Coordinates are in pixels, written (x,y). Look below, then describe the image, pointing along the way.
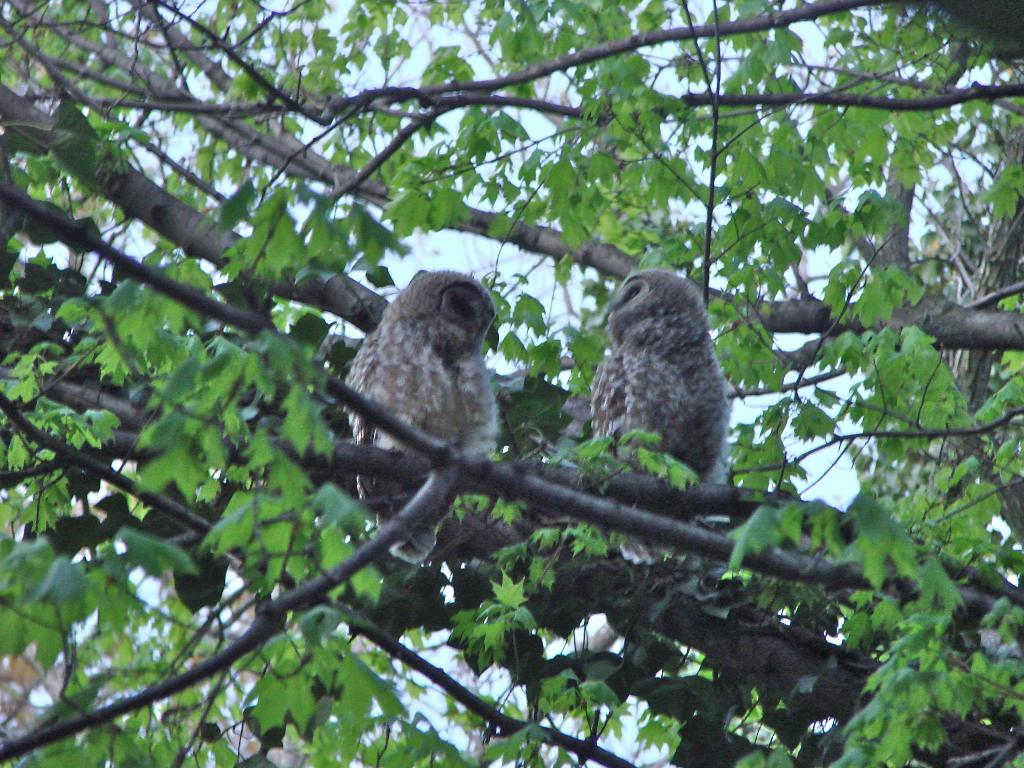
This image consists of two owls (379,401) on the stem (535,508) of a tree (397,516). And we can see the green leaves (135,531). At the top (451,242), there is the sky (399,268).
